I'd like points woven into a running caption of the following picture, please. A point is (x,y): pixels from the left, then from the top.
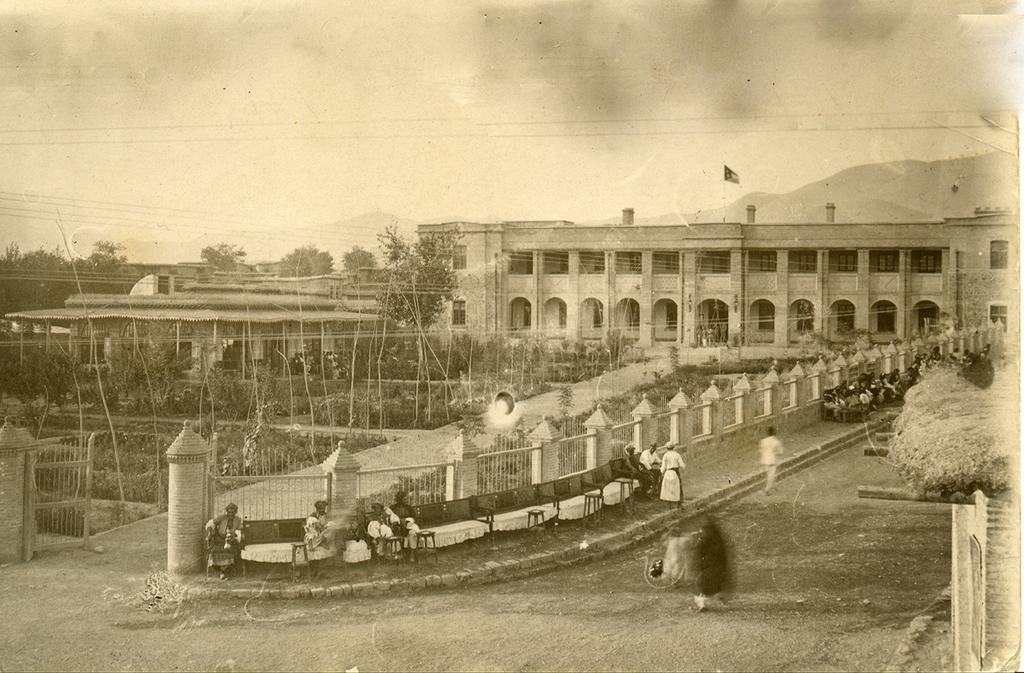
In this picture we can see some persons (379,530) standing here. And this is building (487,306), there are some plants (294,399). These are the trees (67,287). And this is road (168,627), and on the background (529,107) there is a sky (862,84).
